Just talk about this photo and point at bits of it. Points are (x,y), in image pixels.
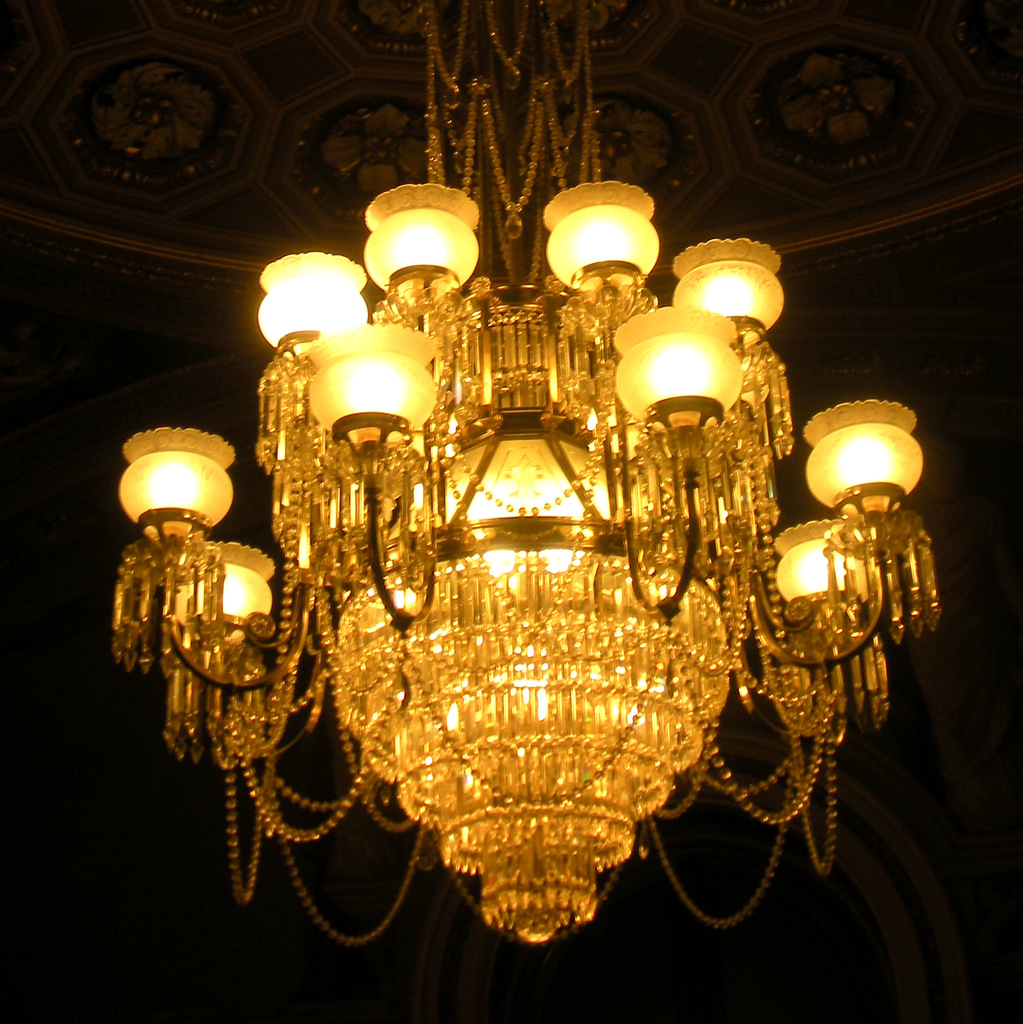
In the foreground of this image (729,516), there is a chandelier (722,782).
